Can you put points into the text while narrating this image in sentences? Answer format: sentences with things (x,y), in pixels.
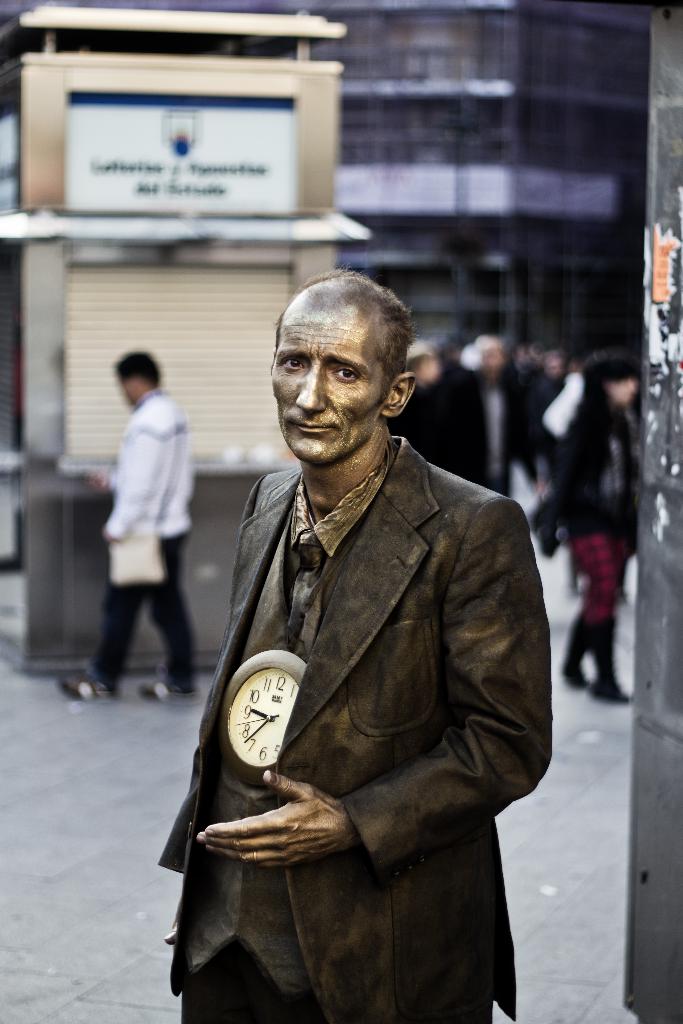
In the front of the image (443,499) we can see a person (477,1021). Near that person (380,701) there is a clock (276,686). In the background (563,701) it is blur. We can see a building (524,140), site (451,141), hoarding (201,156) and people (128,454).
